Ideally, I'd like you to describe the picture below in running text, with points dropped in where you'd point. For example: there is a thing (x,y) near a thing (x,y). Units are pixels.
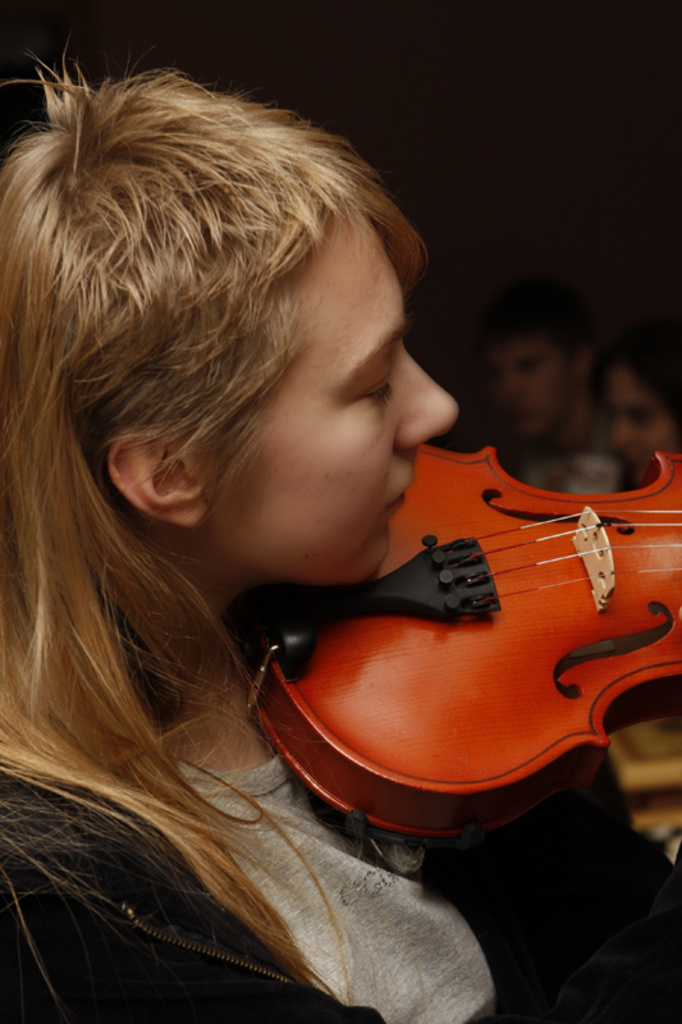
In this image I can see a person (244,900) wearing black jacket (118,940), light grey color t-shirt (289,911). He is holding violin (489,664) in his hands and looking at the violin (504,601). In the background (521,466) there are two people (540,368).
